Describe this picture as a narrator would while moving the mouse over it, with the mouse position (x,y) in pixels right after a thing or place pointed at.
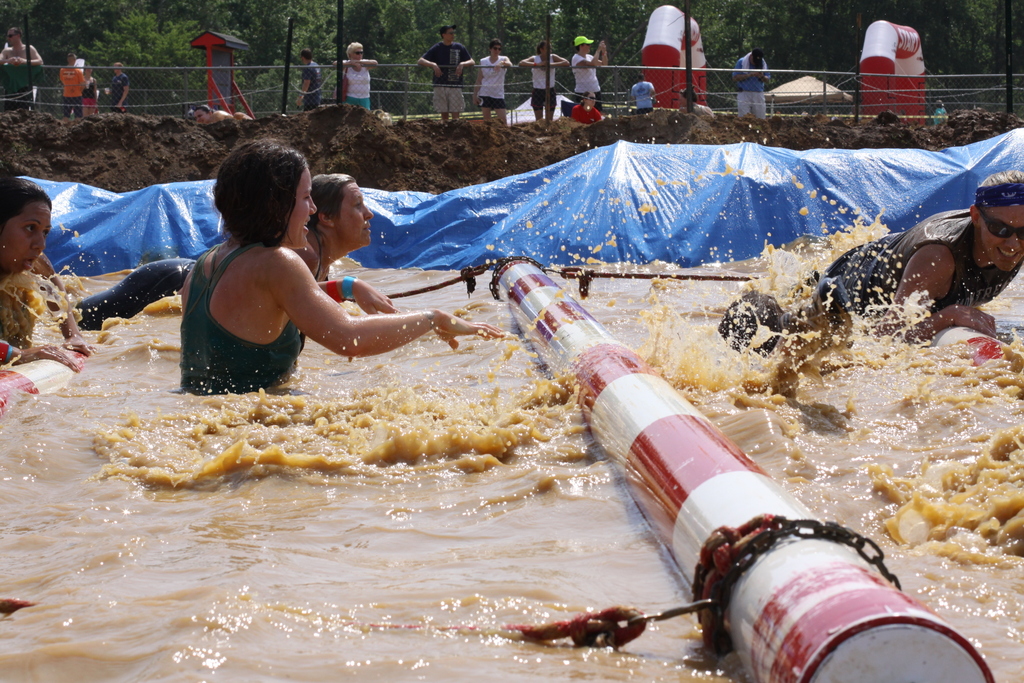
In this picture we can see few people (330,176) and a metal rod (620,400) in the water (566,379), in the background (781,54) we can find few more people (443,79), they are standing near to the fence (493,67), and also we can see few trees (539,19) and a tent (815,85).
